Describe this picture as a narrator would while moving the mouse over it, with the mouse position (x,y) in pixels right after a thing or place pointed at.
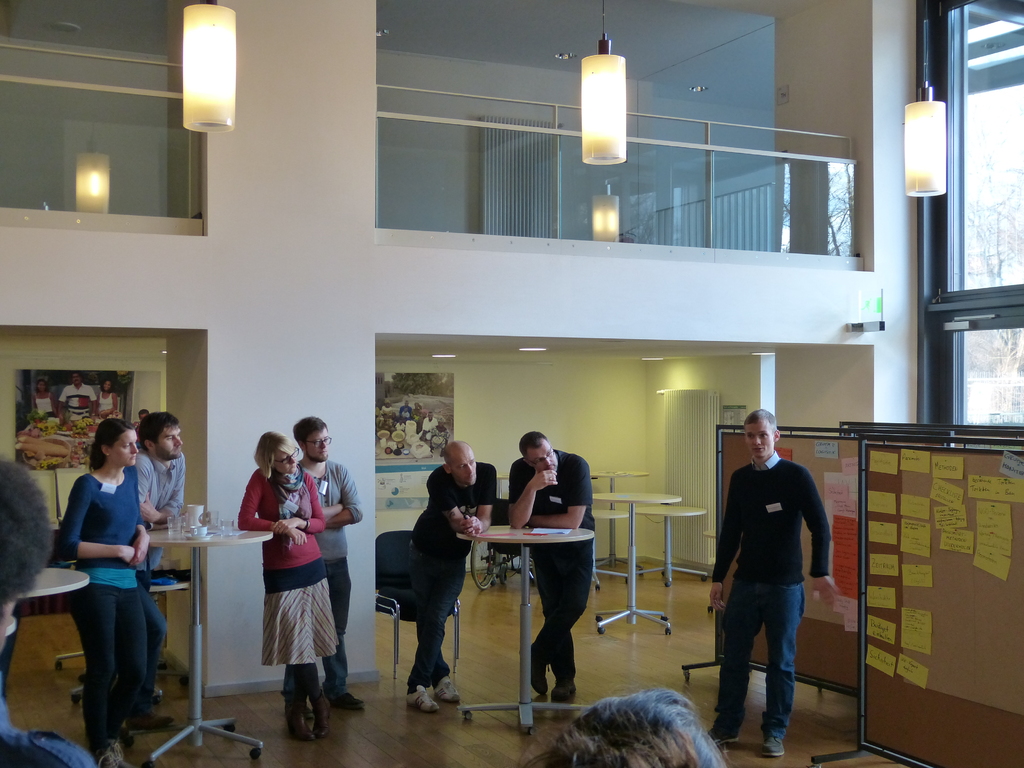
In this image we can see a man (753,638) is standing. He is wearing black color t-shirt (737,576) with jeans (759,631). Behind him two boards (996,646) are there. On boards (940,610), papers (872,558) are attached. In front of the man (818,516), men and women (113,459) are standing and tables (212,541) are there. On table (196,541), glasses (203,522) and papers (545,532) are there. Background of the image (851,358) white color wall (864,365), glass door (948,347) and railing (61,159) is there. Two photo frames (78,390) are attached to the wall (462,422). At the top of the image (196,76), lights (221,77) are attached to the white color roof (509,64).
